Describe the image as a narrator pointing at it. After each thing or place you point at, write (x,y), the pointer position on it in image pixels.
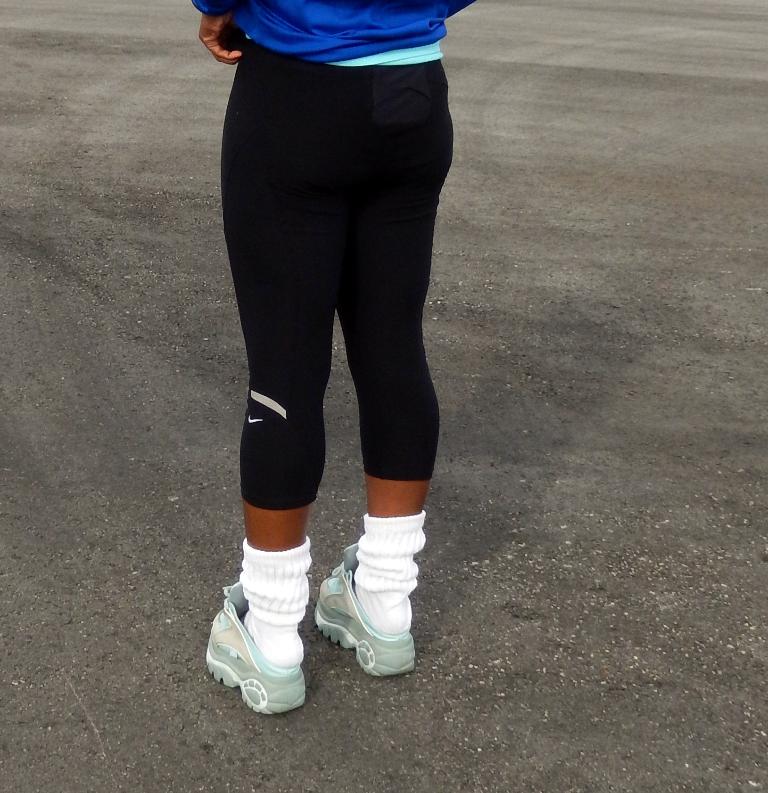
In this image we can see a person (356,255) standing on the ground (285,751).
